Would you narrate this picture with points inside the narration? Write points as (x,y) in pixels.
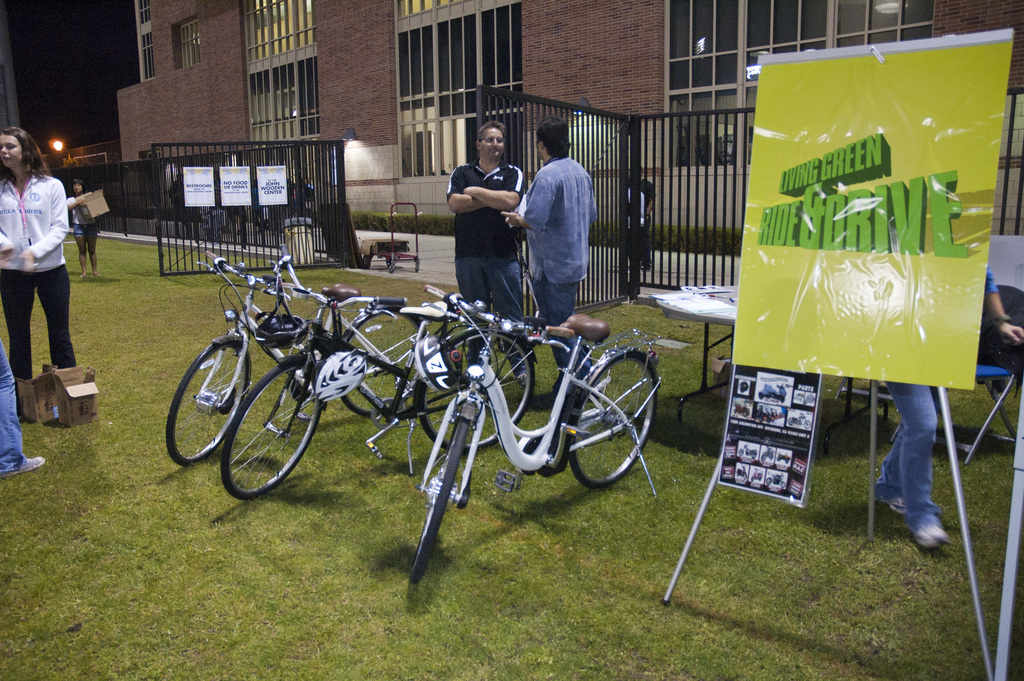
In this image, we can see a few people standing on the ground (494,554) covered with grass (493,589). We can also see bicycles (599,365) and some cardboard boxes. On the right (876,232), we can see a poster (876,232) with some text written on it. There is a fencing (127,205) with some posters (231,192) on it. We can also see a building (625,64).
